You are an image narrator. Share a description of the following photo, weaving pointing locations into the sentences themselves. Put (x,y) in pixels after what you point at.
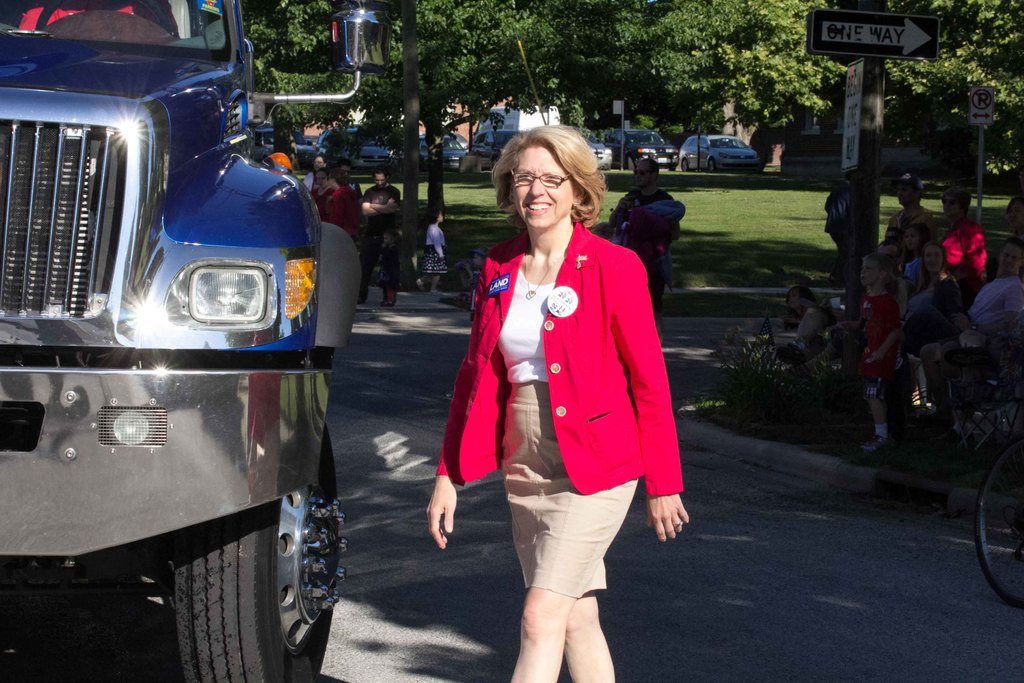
In the center of the image (511,294) we can see women (529,620) on the road (568,675). On the left side of the image (53,72) we can see vehicle (230,578). In the background (802,221) we can see persons (379,214), grass (722,204), sign boards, vehicles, trees (444,103) and buildings (823,116).
